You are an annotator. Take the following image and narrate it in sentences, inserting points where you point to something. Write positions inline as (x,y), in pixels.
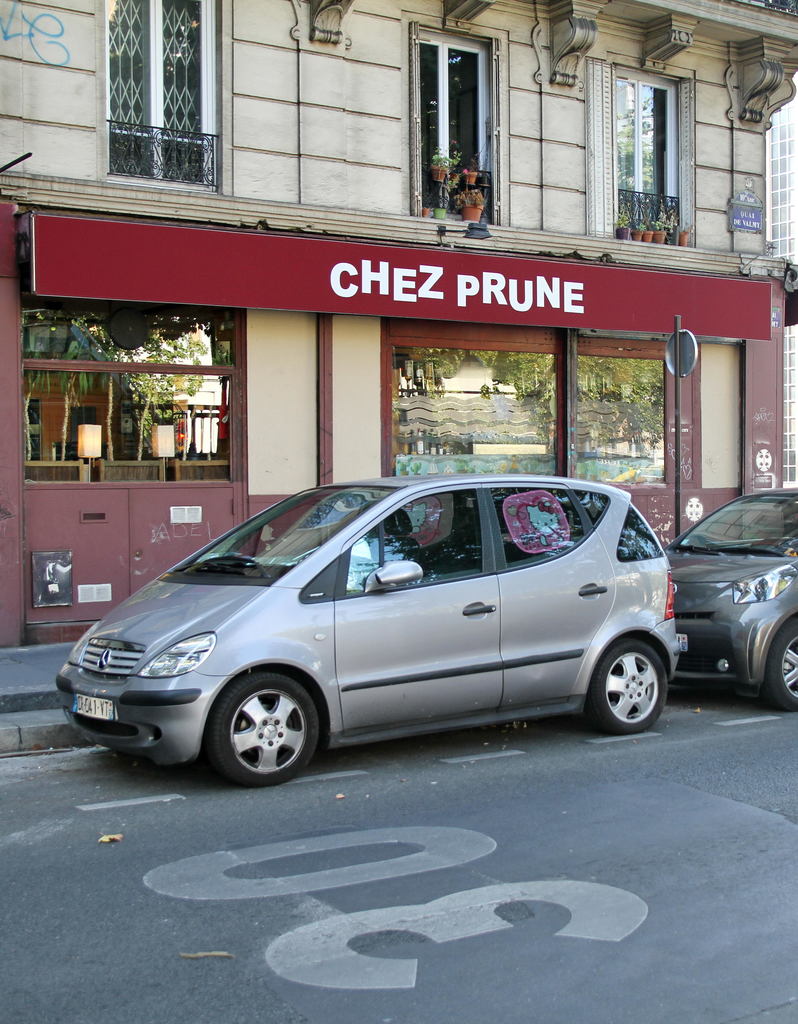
As we can see in the image there are buildings (266,211), windows (475,55), pots (471,214), plants (661,215), door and cars (287,598).
